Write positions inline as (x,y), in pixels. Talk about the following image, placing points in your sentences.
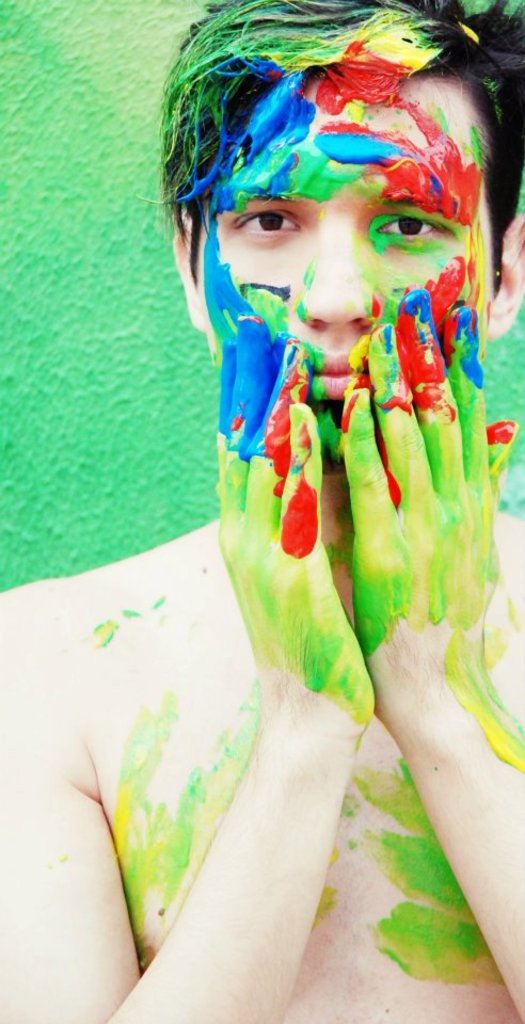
In the foreground of this picture (360,611), there is a man (360,610) kept hands (361,517) on his face (368,382) with paints (399,374) on his face (412,167) and on his hands (403,414). In the background (146,341), there is a green wall (122,319).
